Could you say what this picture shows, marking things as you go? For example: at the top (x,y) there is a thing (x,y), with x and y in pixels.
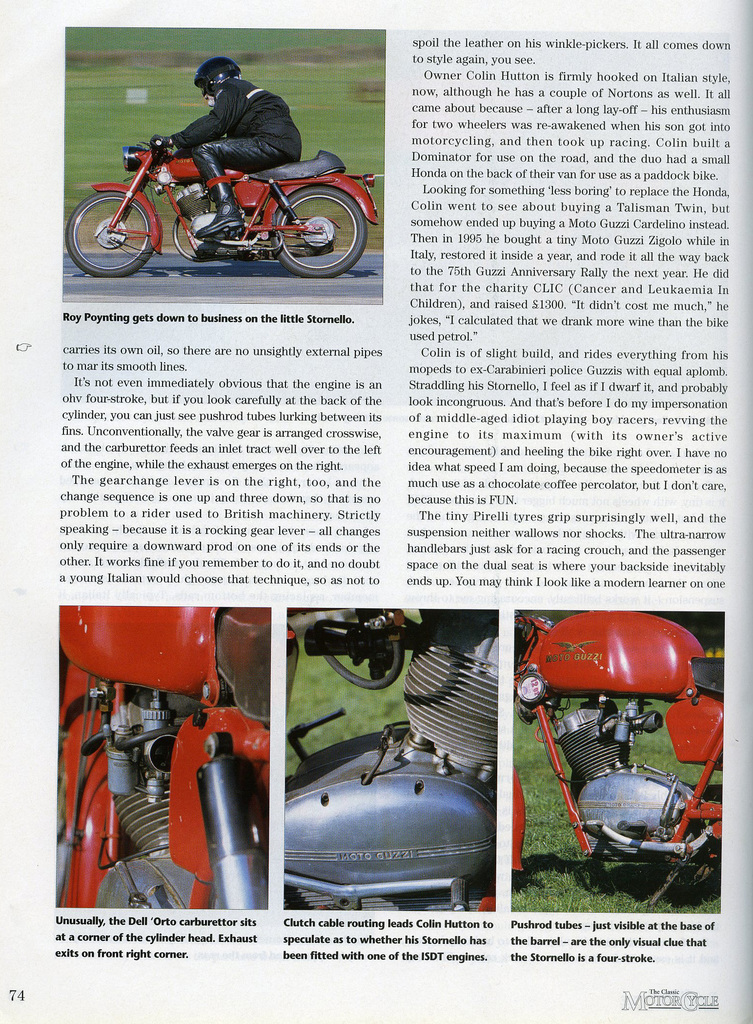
In this picture we can see a paper (625,721) and on this paper (160,239) we can see a person (256,126) wore a helmet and riding a motor bike (281,222) on the road (233,274), grass (146,126), bike parts (348,801) and some text (586,228).
